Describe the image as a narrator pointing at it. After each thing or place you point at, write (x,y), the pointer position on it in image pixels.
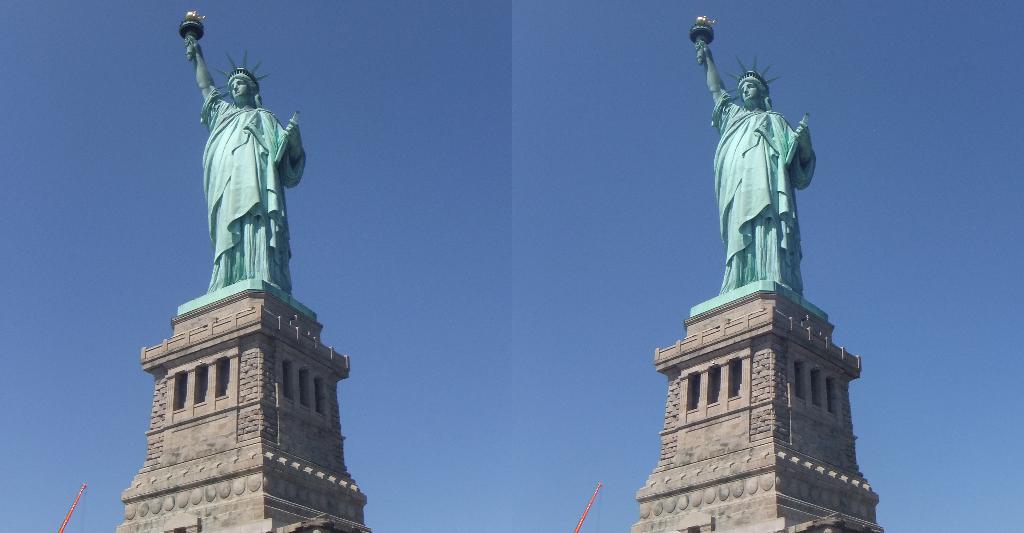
This is an image with collage. In this image we can see the statue of liberty (307,329). On the bottom of the image (415,365) we can see a stick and the sky (140,311) which looks clear.
